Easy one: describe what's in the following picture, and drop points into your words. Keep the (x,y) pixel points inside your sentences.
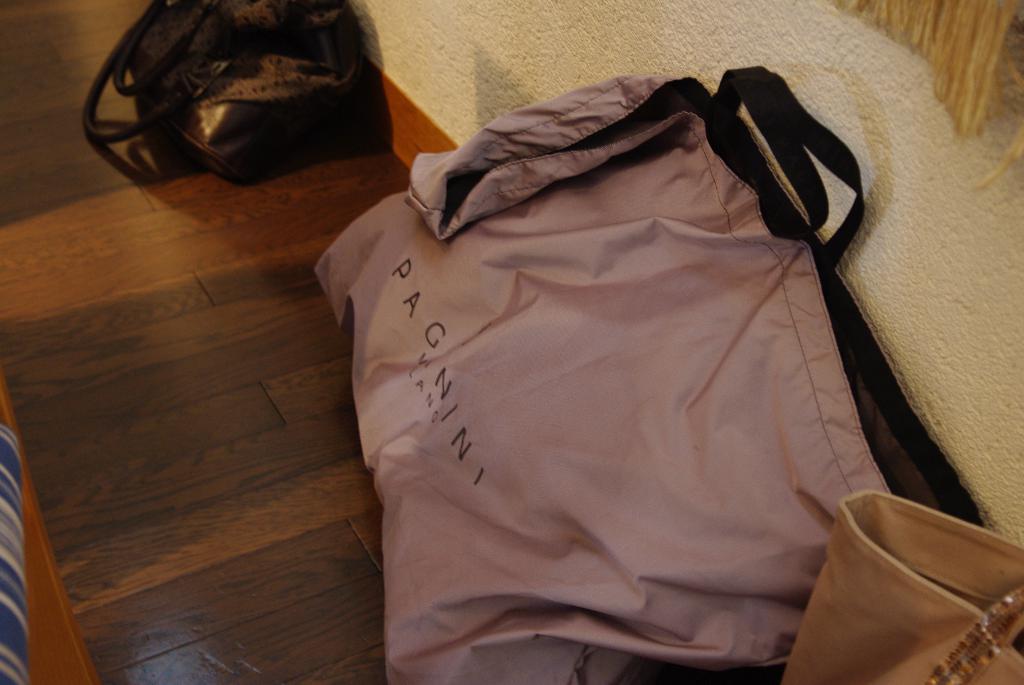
This image consists of three bags (504,300). The one which is on the top (250,106) is in black color and the other two are in peach color. There is "PAGNINI" written on one bag (419,409).
